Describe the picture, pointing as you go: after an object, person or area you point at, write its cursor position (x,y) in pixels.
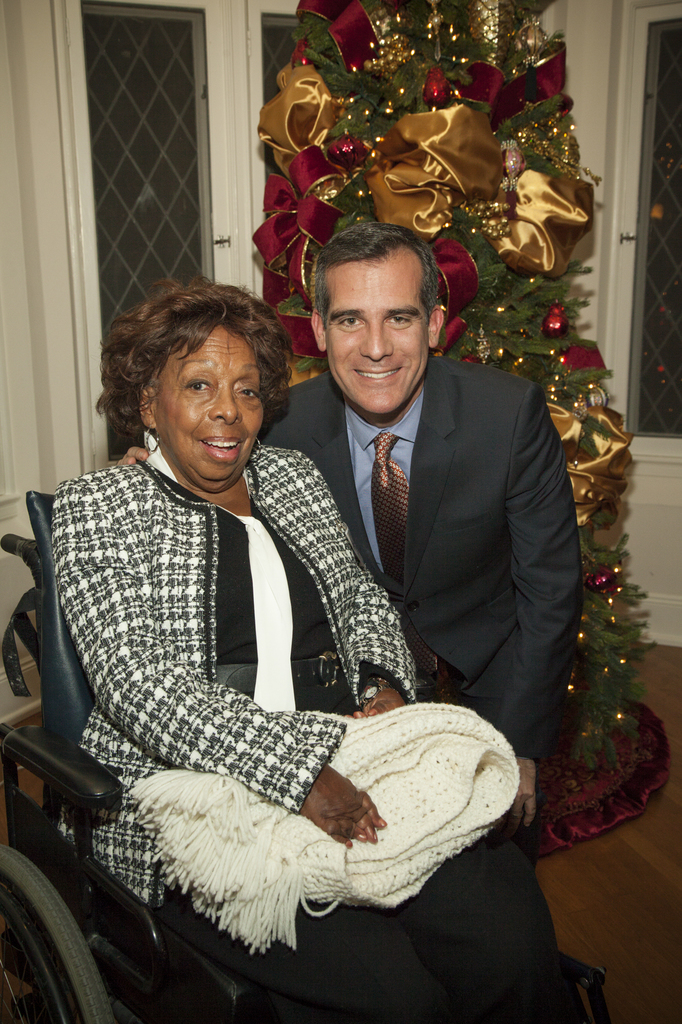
In this image we can see a couple male person (368,489) wearing suit (354,525), female (289,611) wearing black and white color dress (234,688) sitting on wheel chair (107,802) and in the background of the image (537,205) there is a tree (361,79) which is decorated and there are some windows (213,152) and a wall (52,327).
